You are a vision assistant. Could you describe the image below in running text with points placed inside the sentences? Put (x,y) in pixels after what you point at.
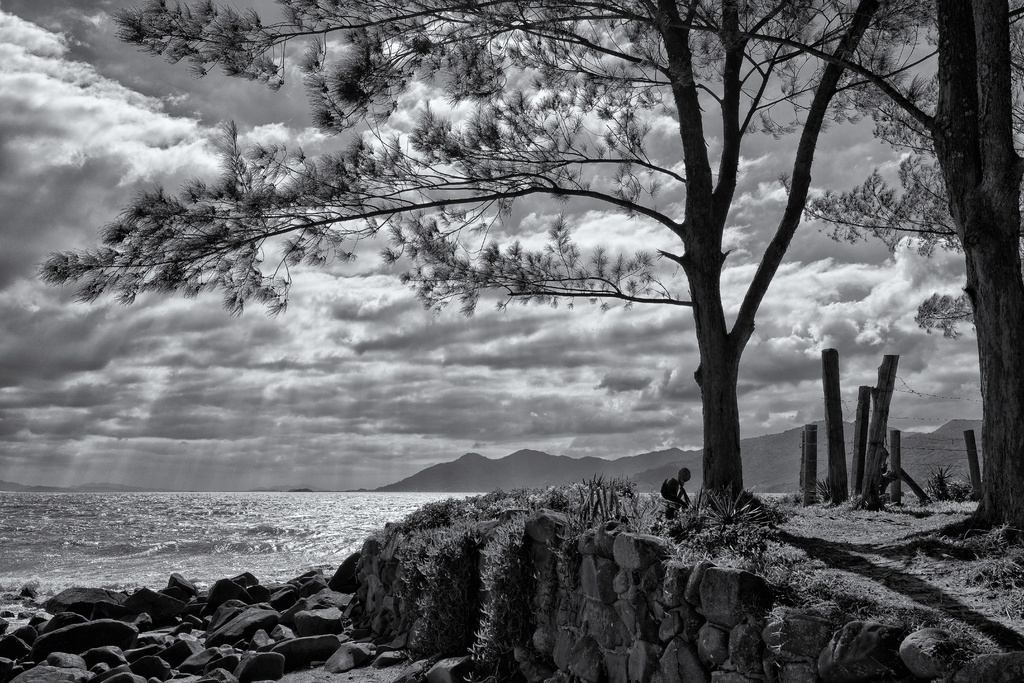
This is a black and white picture, there are trees (740,47) on the right side (933,544) with a kid (686,496) playing on the land (693,512), on the left side (189,630) there are rocks (207,614) on the land (168,661) and behind there is ocean (240,532) and in the back (542,482) there are hills (556,479) and above its sky (221,341) with clouds (86,198).
